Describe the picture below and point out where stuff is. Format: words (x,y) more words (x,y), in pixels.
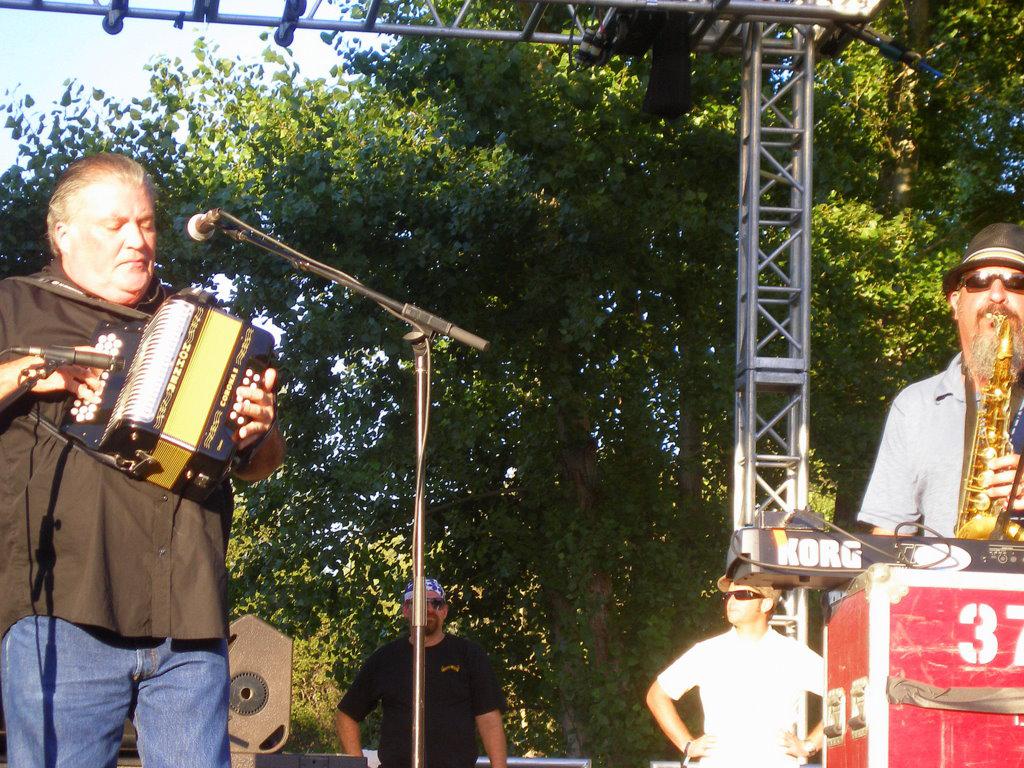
These two people (124,272) are playing musical instruments (107,411). Here we can see mic (202,235), rods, people (753,666) and tree (471,219).
